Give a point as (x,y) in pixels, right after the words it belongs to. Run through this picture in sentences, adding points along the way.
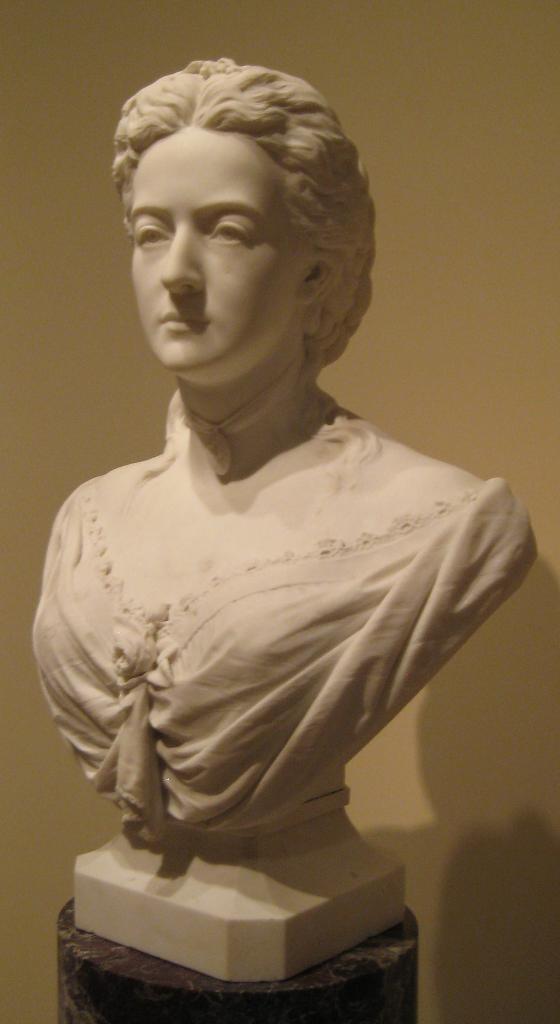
In this image we can see a sculpture (197,577) and a wall (452,204) in the background (125,268).
